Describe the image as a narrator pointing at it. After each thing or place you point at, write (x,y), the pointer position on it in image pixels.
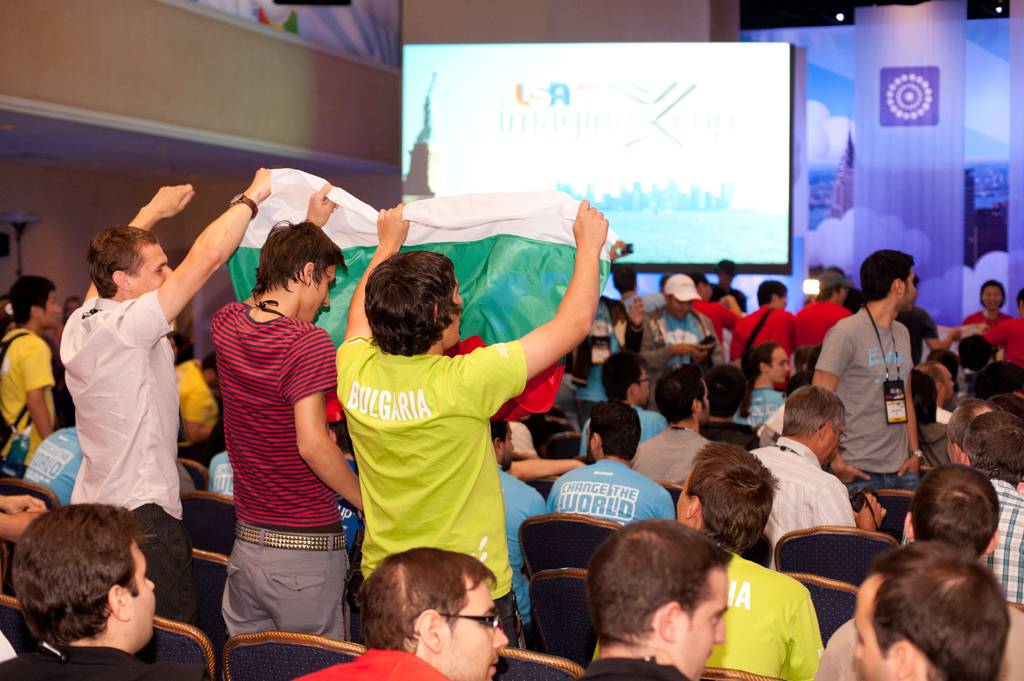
In this picture we can see a group of people (93,602) sitting on chairs (887,497) and three people (319,354) are holding a flag (349,295) with their hands (321,194) and some people (732,299) are standing and in the background (365,179) we can see a screen (606,101), walls (211,92), lights (998,6) and some objects (947,19).
